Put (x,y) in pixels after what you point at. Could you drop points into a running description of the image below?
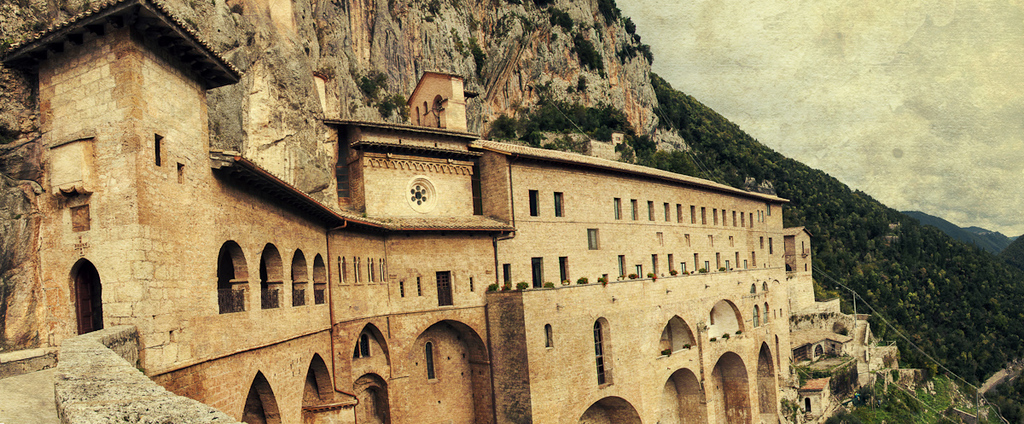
Here we can see a building (779,299), trees (817,251), and mountain (593,26). In the background (812,74) there is sky (873,126).
